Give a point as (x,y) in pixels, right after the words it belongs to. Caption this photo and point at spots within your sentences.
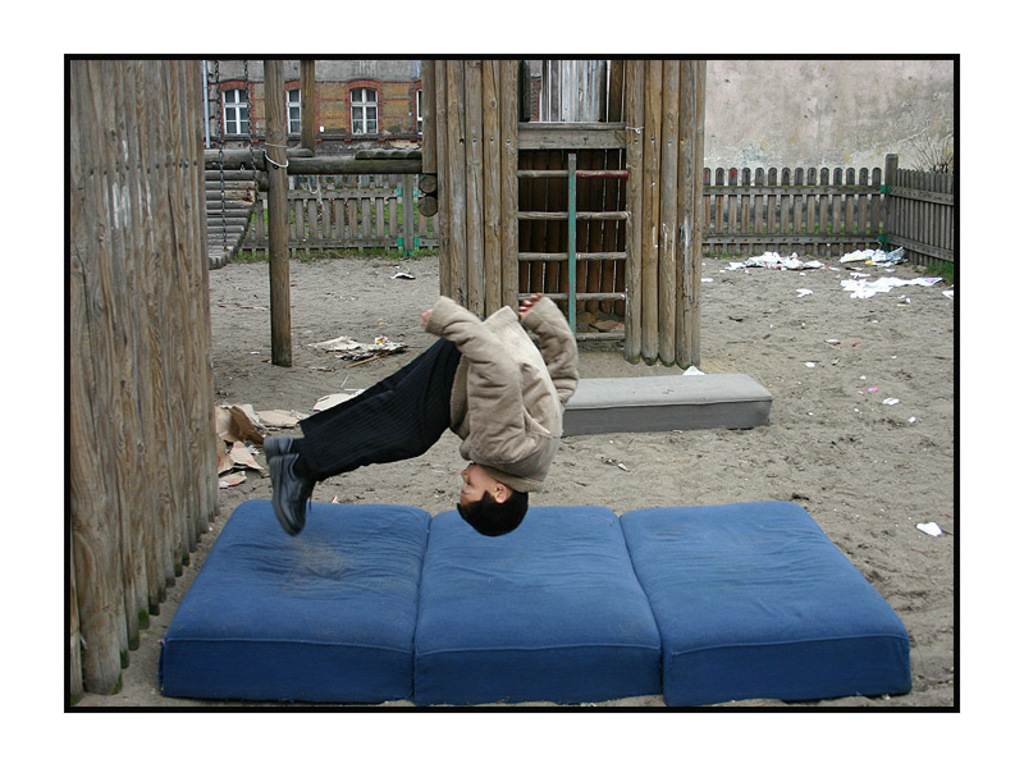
In this image I can see a person (508,389) wearing jacket (507,404), pant (402,412) and shoe (280,474) is jumping in the air. I can see few beds (341,576) which are blue in color on the ground (264,469). In the background (485,195) I can see few wooden logs (499,191), the railing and the building (343,121). I can see few windows (358,131) of the building (289,120).
